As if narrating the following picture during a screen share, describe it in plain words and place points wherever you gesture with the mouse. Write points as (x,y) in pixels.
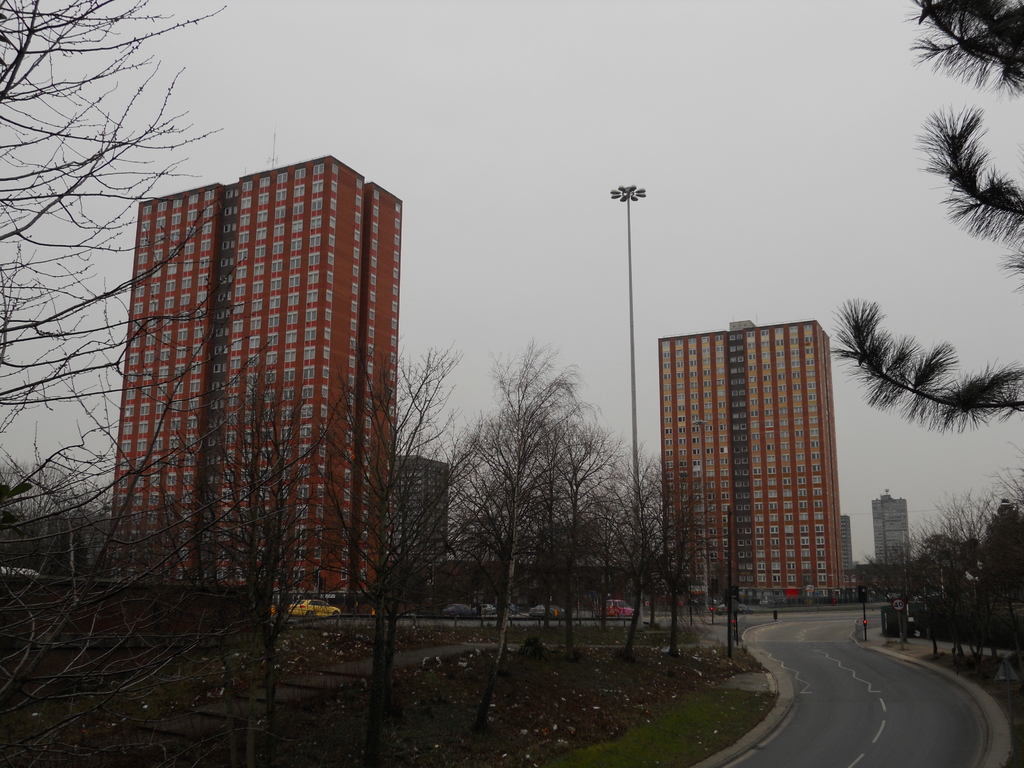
In the background of the image (232,276) there are buildings (682,459). There is a electric pole (621,195). In the center of the image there is a road (934,742). There are trees (404,589). At the top of the image (525,86) there is sky (637,75). There is grass (635,744).
